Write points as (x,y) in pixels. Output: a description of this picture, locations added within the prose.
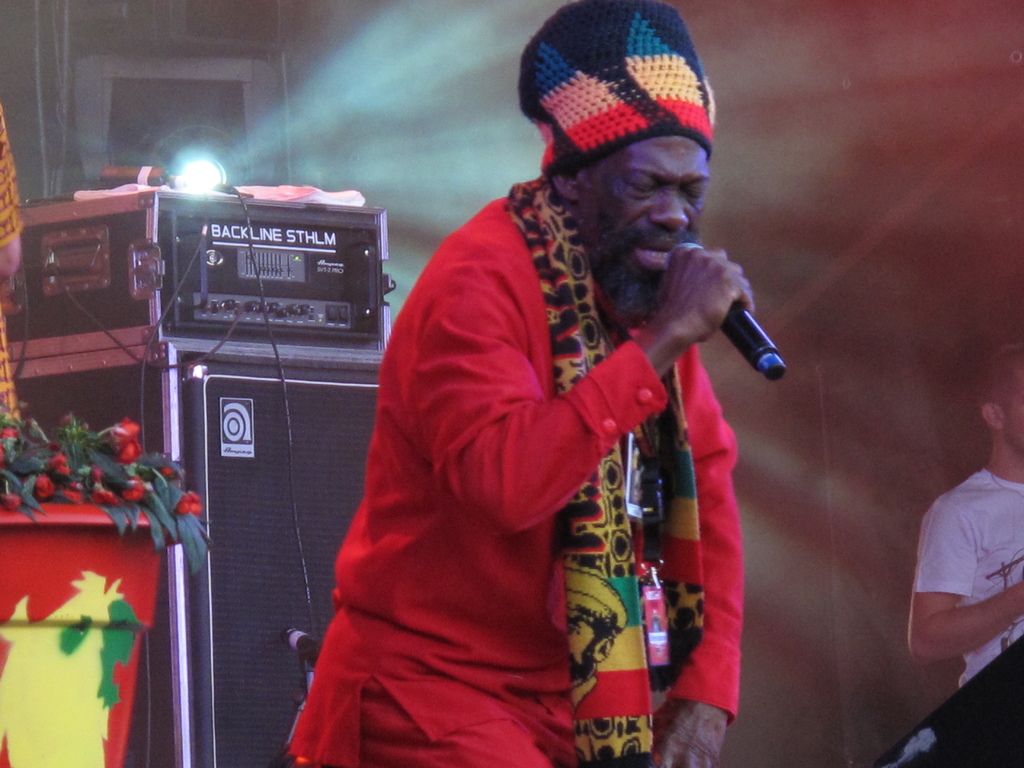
This picture is clicked in a musical concert. Man (409,497) in red dress (495,457) who is wearing colorful cap (564,40) on his head (650,246) is holding microphone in his hand (694,316) and he is singing on it. Behind him, we see a red flower pot (67,559) and beside that, we see a speaker (272,401) and on the right bottom of the picture (981,520), we see a man (984,533) in white shirt (983,543) is standing.
